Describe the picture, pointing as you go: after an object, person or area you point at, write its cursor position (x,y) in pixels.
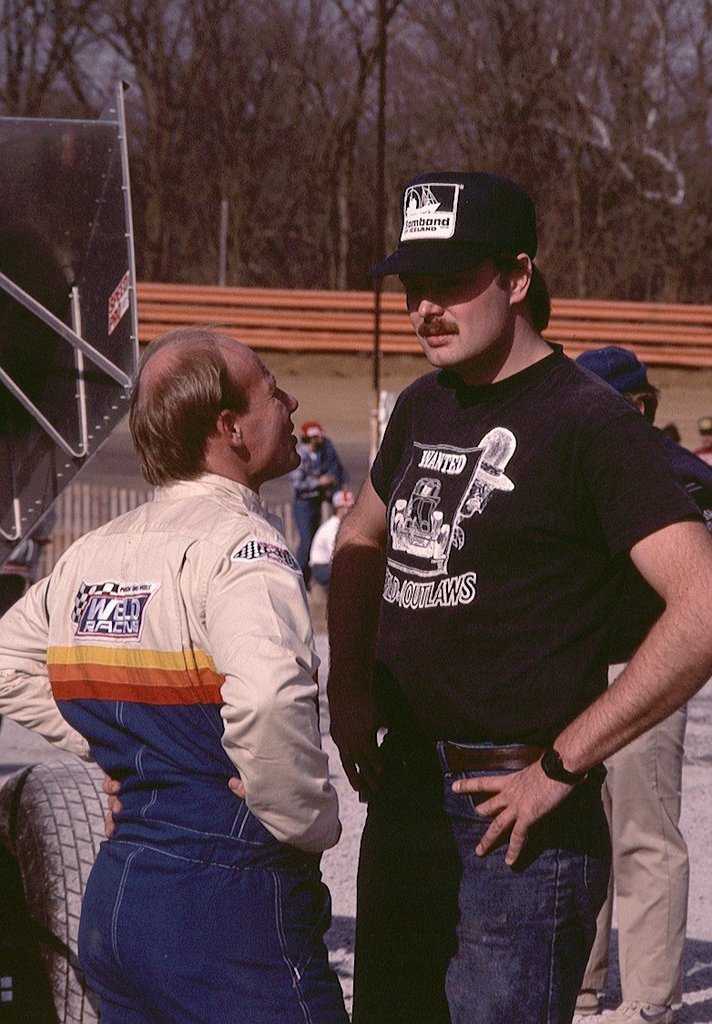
In this image we can see people (275,427) standing on the road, motor vehicle (113,326), walls (150,323), trees (338,242) and sky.
